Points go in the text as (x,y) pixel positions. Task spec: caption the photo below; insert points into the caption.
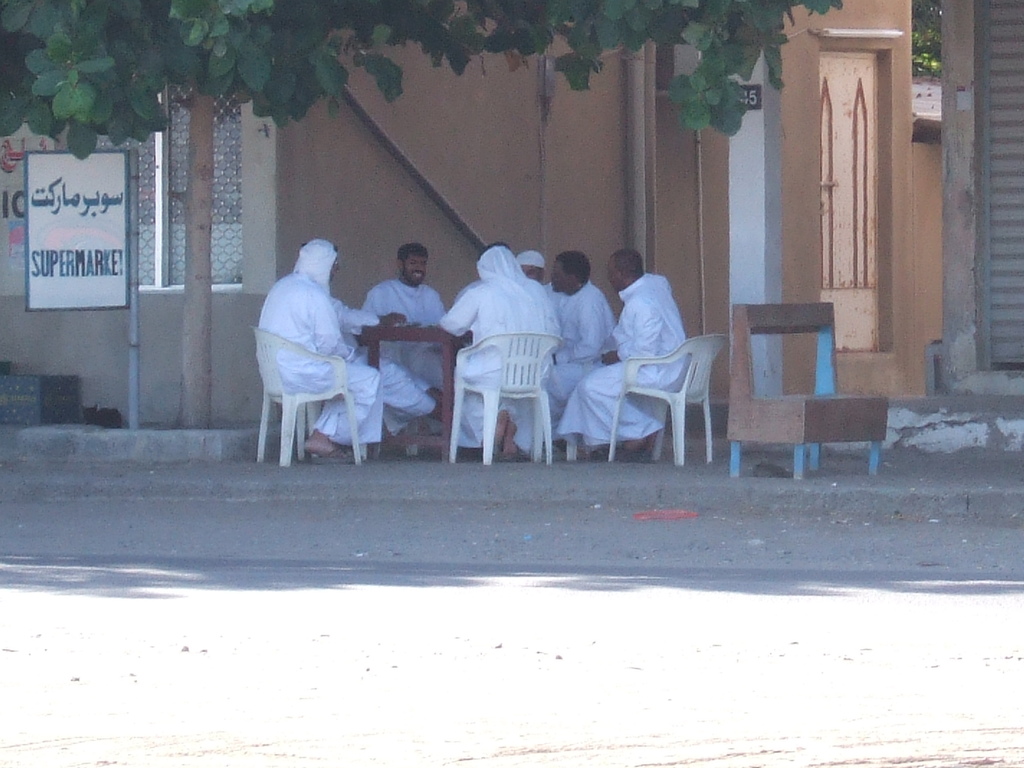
In this image there are some people (603,389) sitting on the chair (709,426) and all these people (280,319) wearing a white dress (289,364), there is a tree (97,46) on the left side (103,21).
